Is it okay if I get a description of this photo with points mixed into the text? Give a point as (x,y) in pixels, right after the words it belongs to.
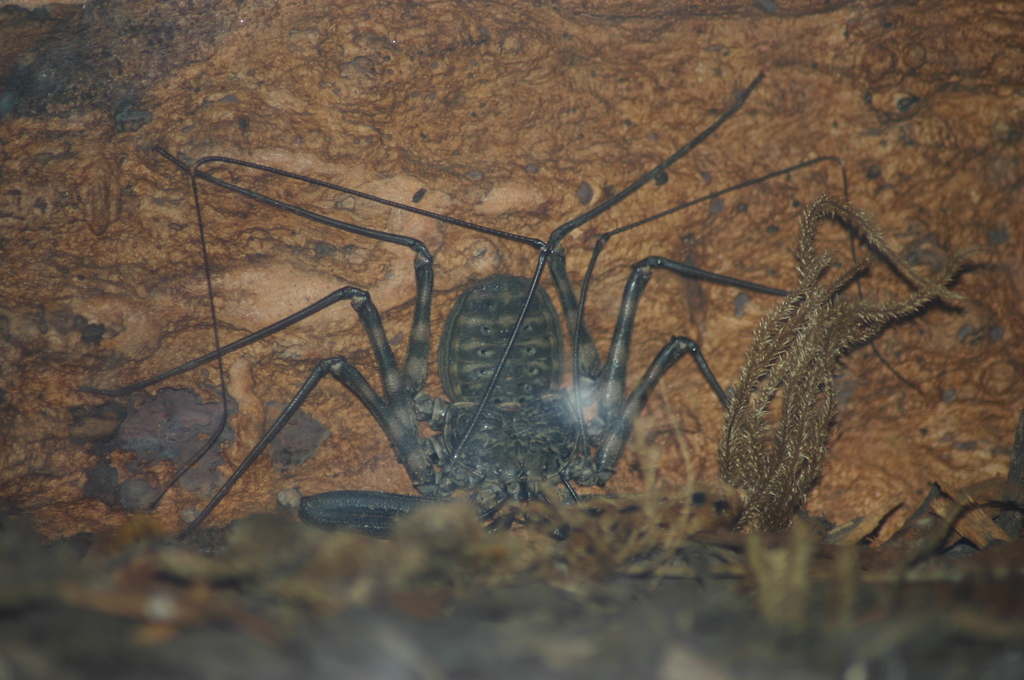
In this image I can see an insect (456,386) on the ground (386,301). I can see few leaves (233,595).
